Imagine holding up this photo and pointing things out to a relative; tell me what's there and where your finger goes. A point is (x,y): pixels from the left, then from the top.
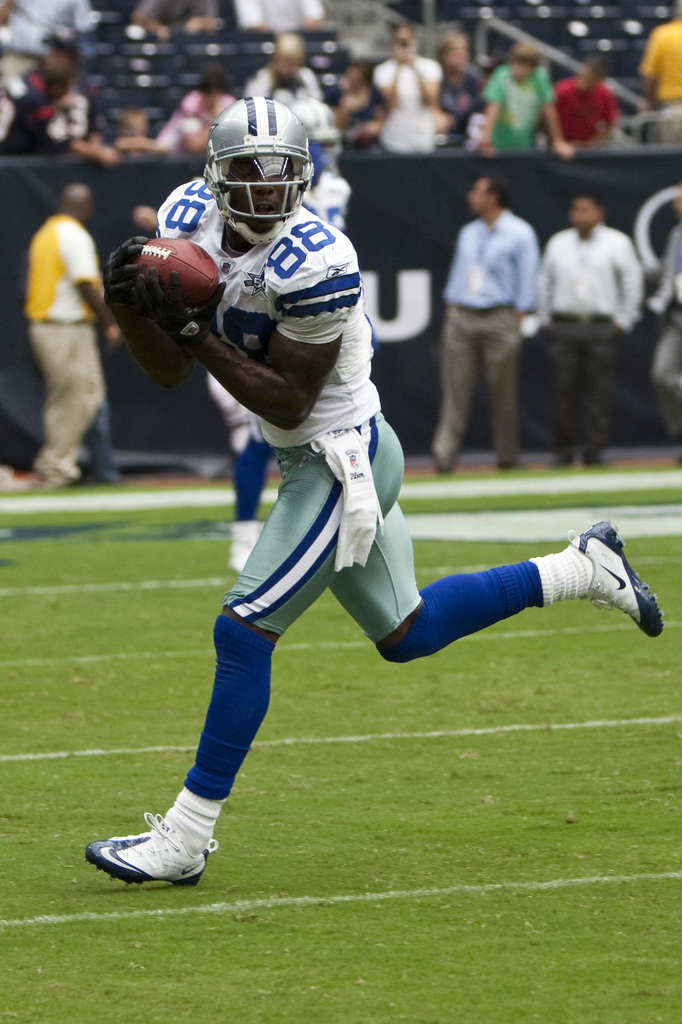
In this picture I can see a man (253,329) running and holding a ball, there are group of people (679,379), there is a banner (15,265), and in the background (623,1) there are chairs (620,52).
